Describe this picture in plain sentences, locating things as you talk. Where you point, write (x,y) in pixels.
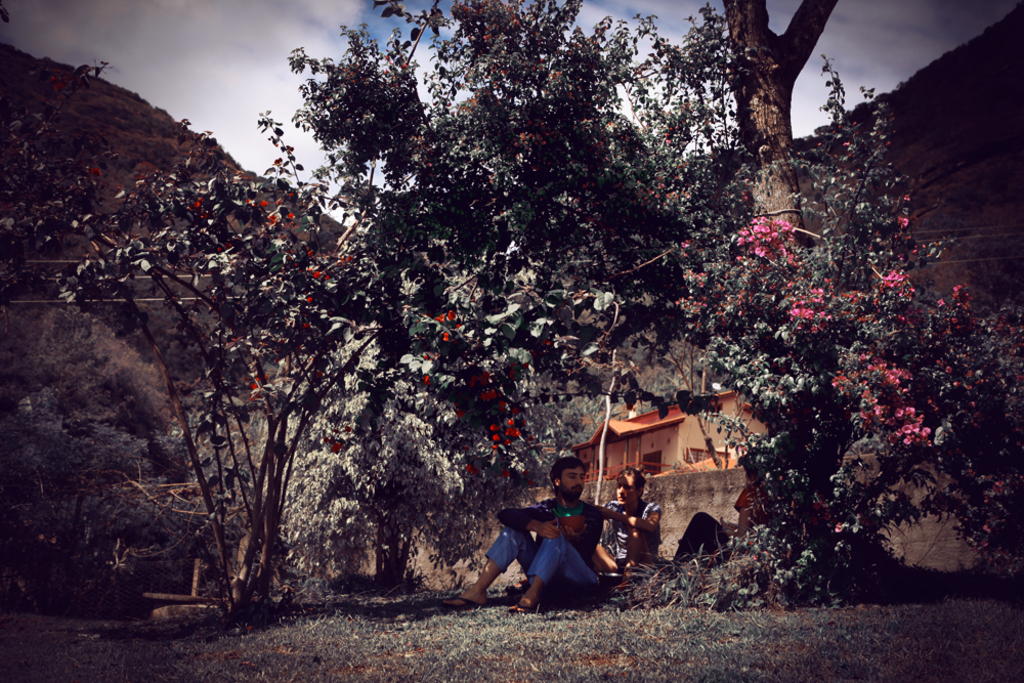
In the foreground of this image (863,592), there is grass (860,630) and trees (864,344). There are persons (626,550) sitting under the trees (578,301). In the background (130,155), there are cliffs (920,102), sky (389,24) and the cloud (258,46) and also there is a house (680,441) in the middle (626,426) background (657,418).
